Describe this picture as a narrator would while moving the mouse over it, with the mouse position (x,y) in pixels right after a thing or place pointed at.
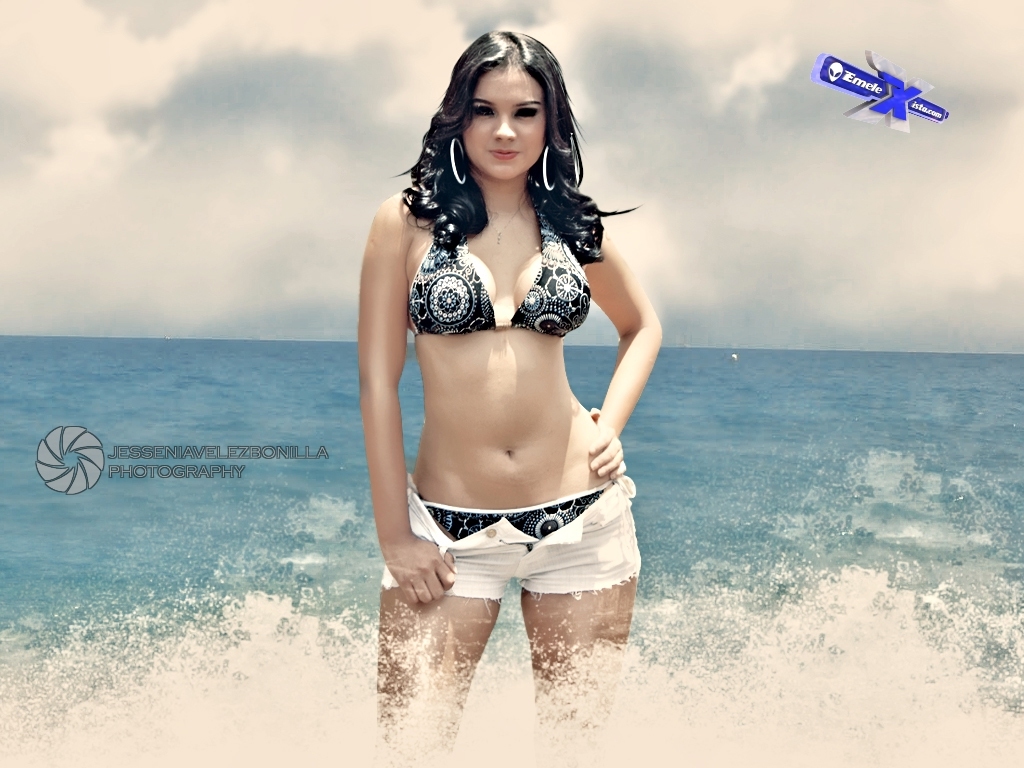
In this image I can see a poster (564,393). A woman (607,248) is standing in the center (642,288). There is water (159,684) at the back (40,570) sky (165,244) at the top (177,145).
